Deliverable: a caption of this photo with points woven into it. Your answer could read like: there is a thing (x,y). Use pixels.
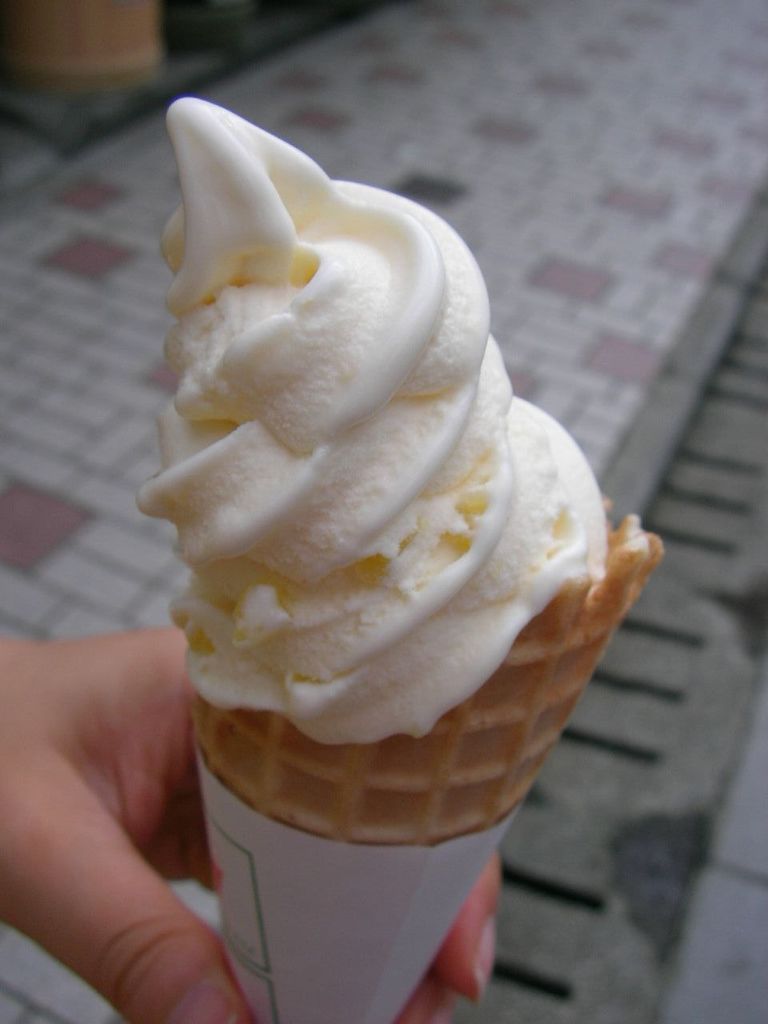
In this image in the foreground (474,798) there is one person (49,899) who is holding an ice cream (486,697), and in the background (517,246) there is a walkway (616,123).
